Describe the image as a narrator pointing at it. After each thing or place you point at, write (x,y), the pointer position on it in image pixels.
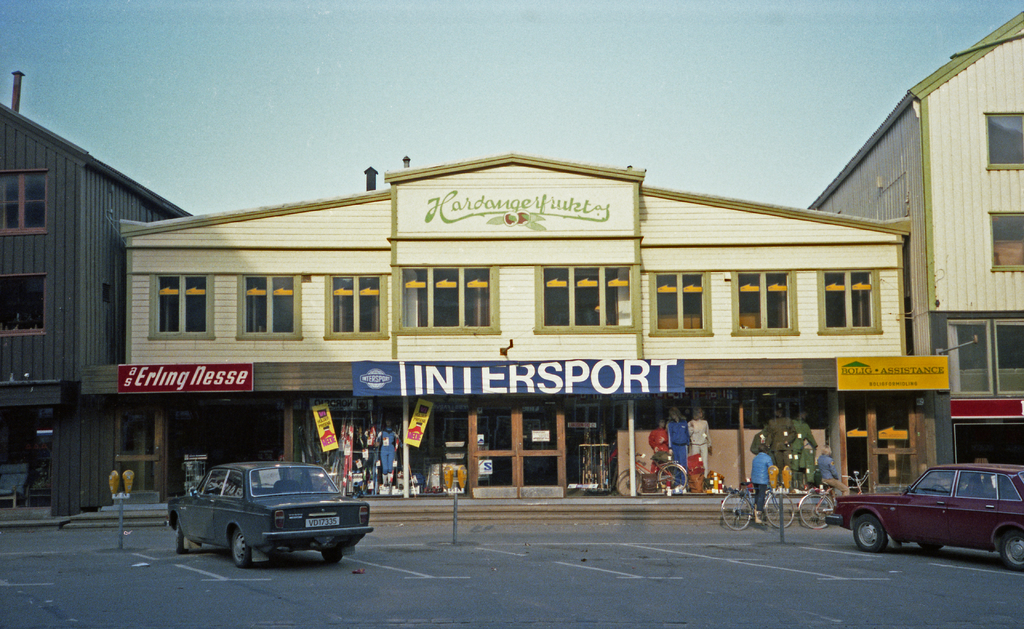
At the center of the image (507,256) there are buildings (663,232) and stalls (473,406), in front of them there are few vehicles (834,523) and bicycles (764,505) are on the road (629,550). In the background (312,72) there is a sky (670,75).
